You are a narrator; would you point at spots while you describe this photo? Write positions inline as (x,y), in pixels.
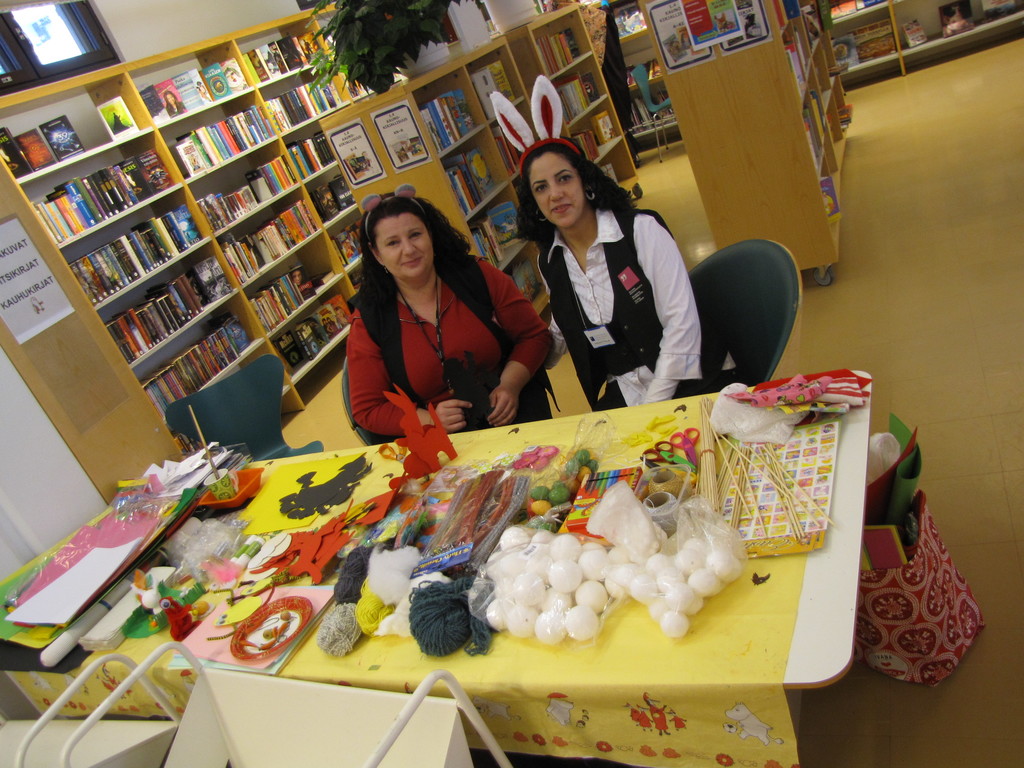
In the center of the image (531,322) there are women (455,304) sitting at the table (668,436). On the table (304,672) we can see books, balls (551,592), scissors (653,460), sticks (707,466), charts (803,457), paper (304,544) and cup (218,497). In the background (189,187) we can see books (186,156) arranged in shelves (195,198), window (45,52) and wall (178,27).
